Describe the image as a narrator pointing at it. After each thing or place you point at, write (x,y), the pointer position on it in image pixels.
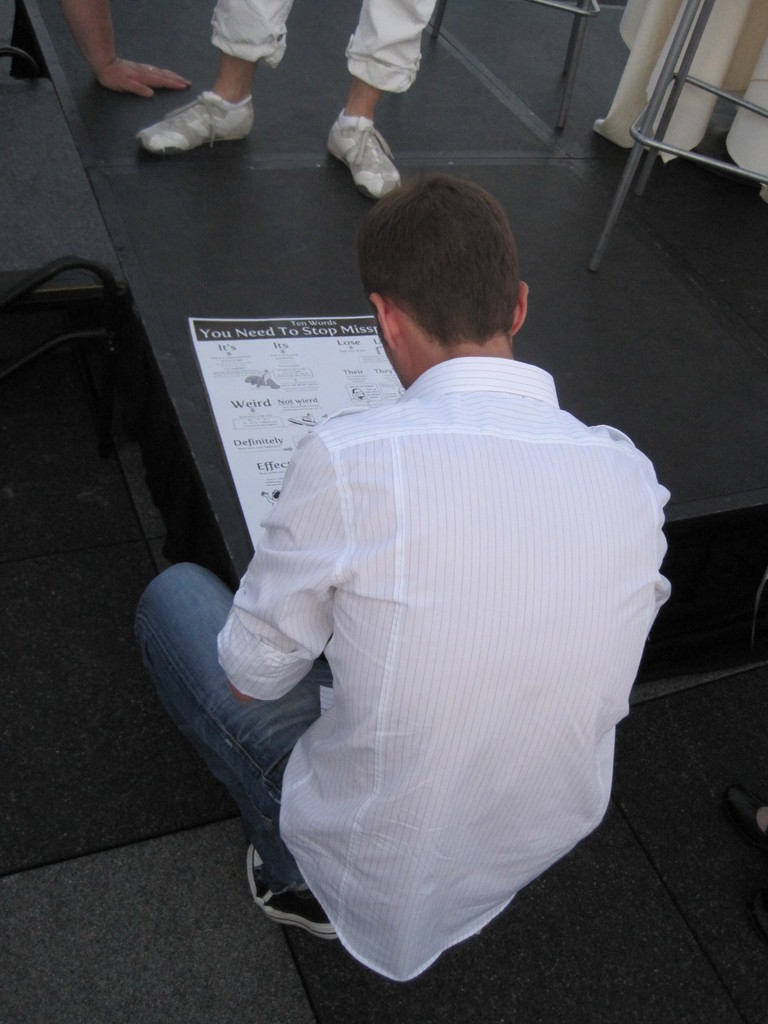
In this image I can see a person (362,511) sitting beside the bench (602,185) where we can see a paper (261,359), also there is another person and stand (670,110) at the back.
